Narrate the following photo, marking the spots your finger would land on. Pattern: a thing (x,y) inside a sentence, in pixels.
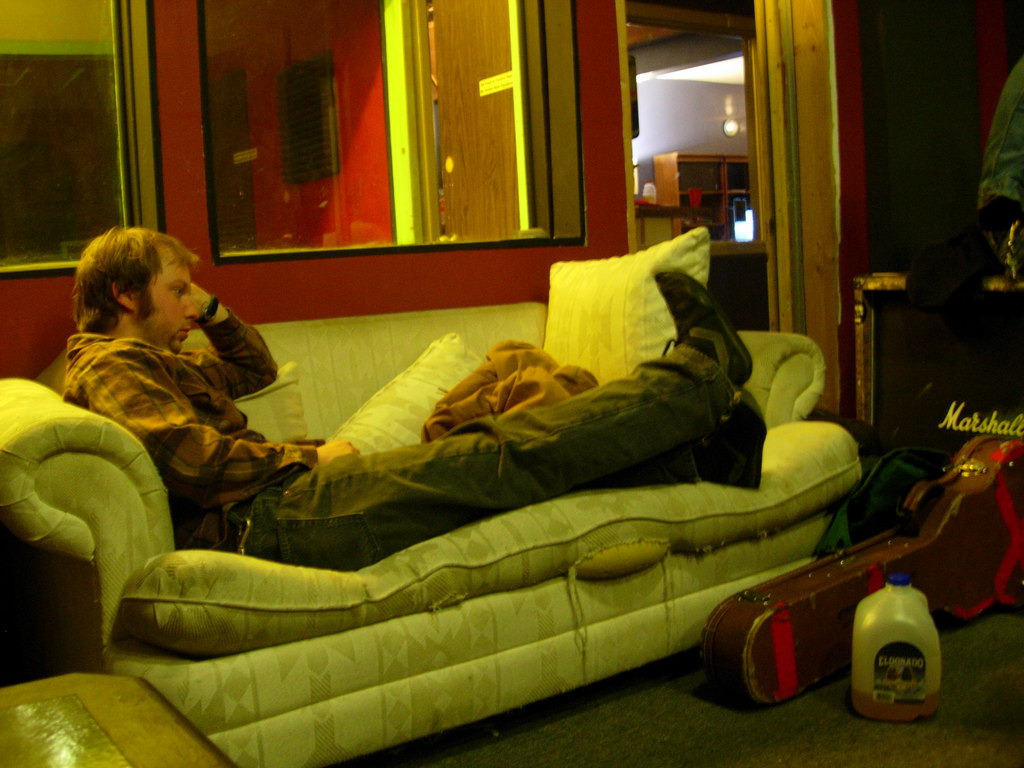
A person (320,480) is sitting on the sofa (479,527). There are pillows (426,380) on the sofa (498,601). On the floor (866,723) there is a bottle (887,622) and a guitar bag (922,537). In the background (402,113) there is a window (388,195), wall (347,73), mirror (271,121).
